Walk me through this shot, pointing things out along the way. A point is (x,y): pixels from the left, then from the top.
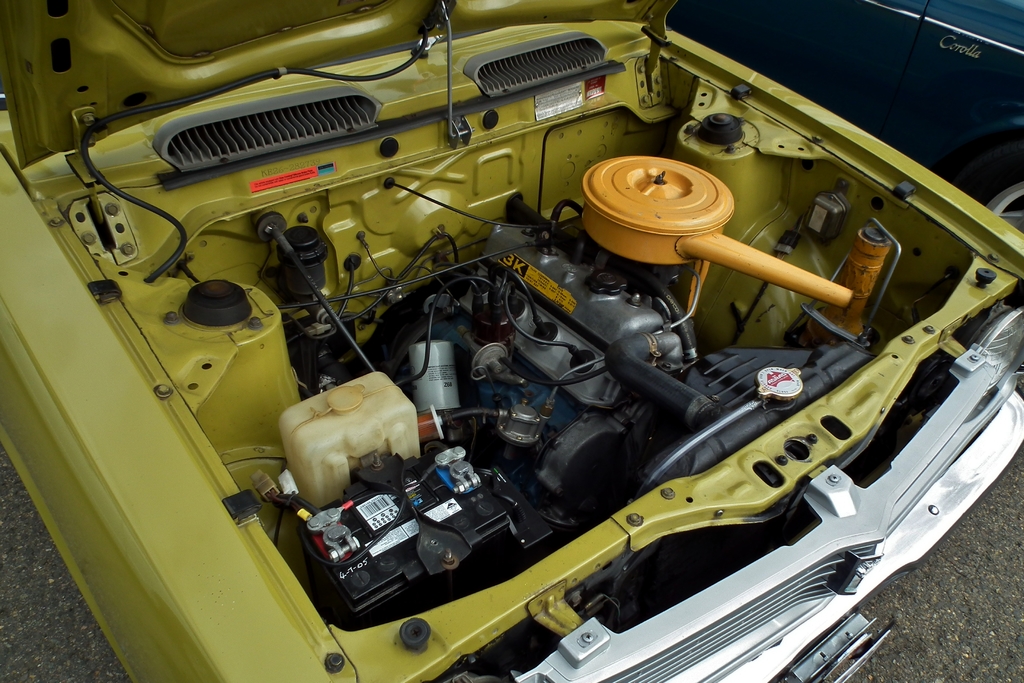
In this picture, we can see a few cars (599,209), and we can see some car parts (502,178) like engine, and we can the ground (1014,611).
